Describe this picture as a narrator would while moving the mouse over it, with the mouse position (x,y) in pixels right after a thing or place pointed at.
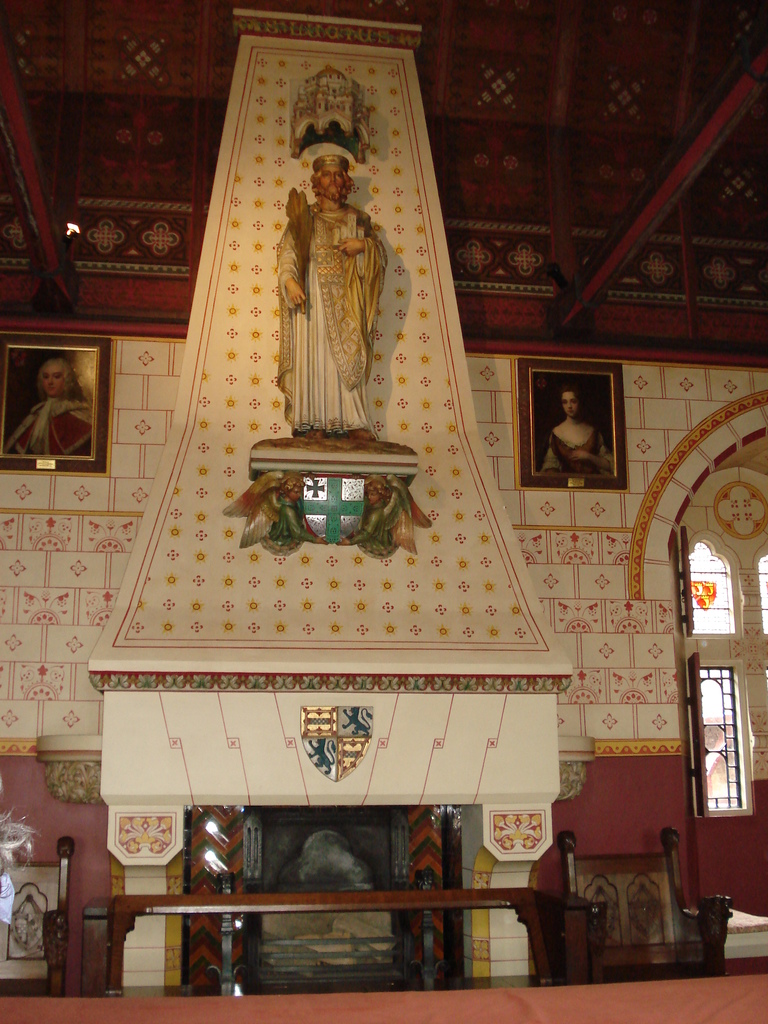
This is an inside view of a church (321,473) and here we can see frames (562,434) placed on the wall (561,506) and there is a chair (568,875), windows (699,551) and we can see a statue (329,334). At the top (502,180), there is roof (534,174).
